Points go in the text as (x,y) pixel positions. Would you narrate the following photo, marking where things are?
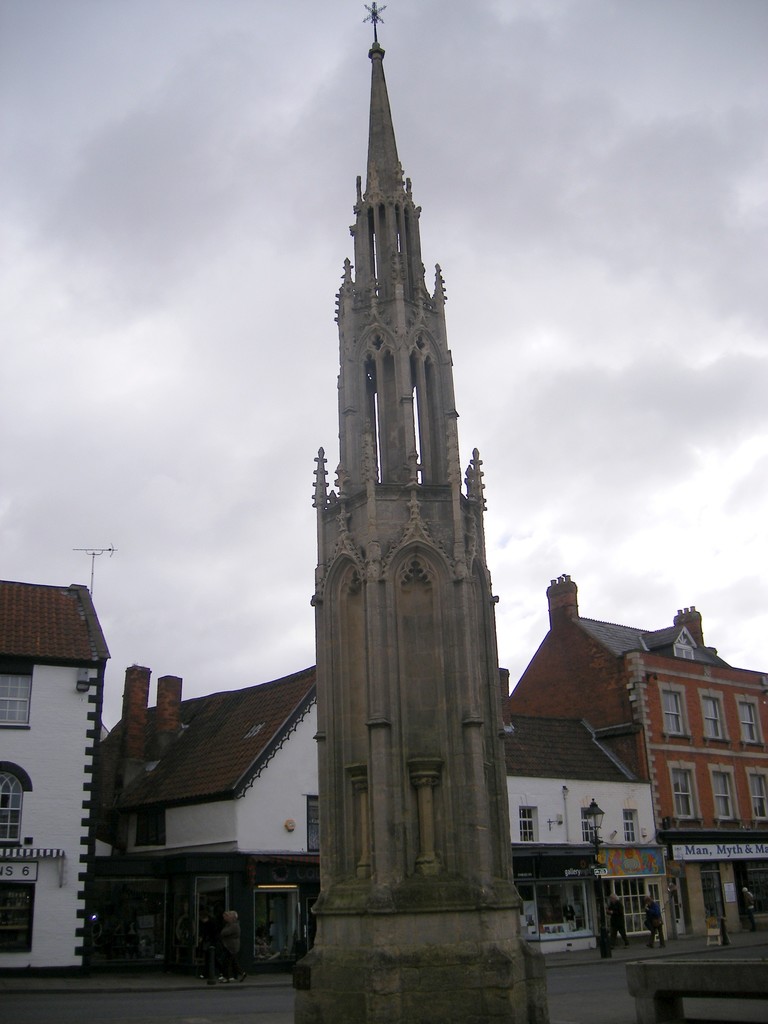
This image consists of buildings (299,760). In the front (467,499), we can see a tower (405,314). At the bottom (163,1010), there is a road (73,1012). At the top (273,147), we can see the clouds (724,222) in the sky (85,87).
